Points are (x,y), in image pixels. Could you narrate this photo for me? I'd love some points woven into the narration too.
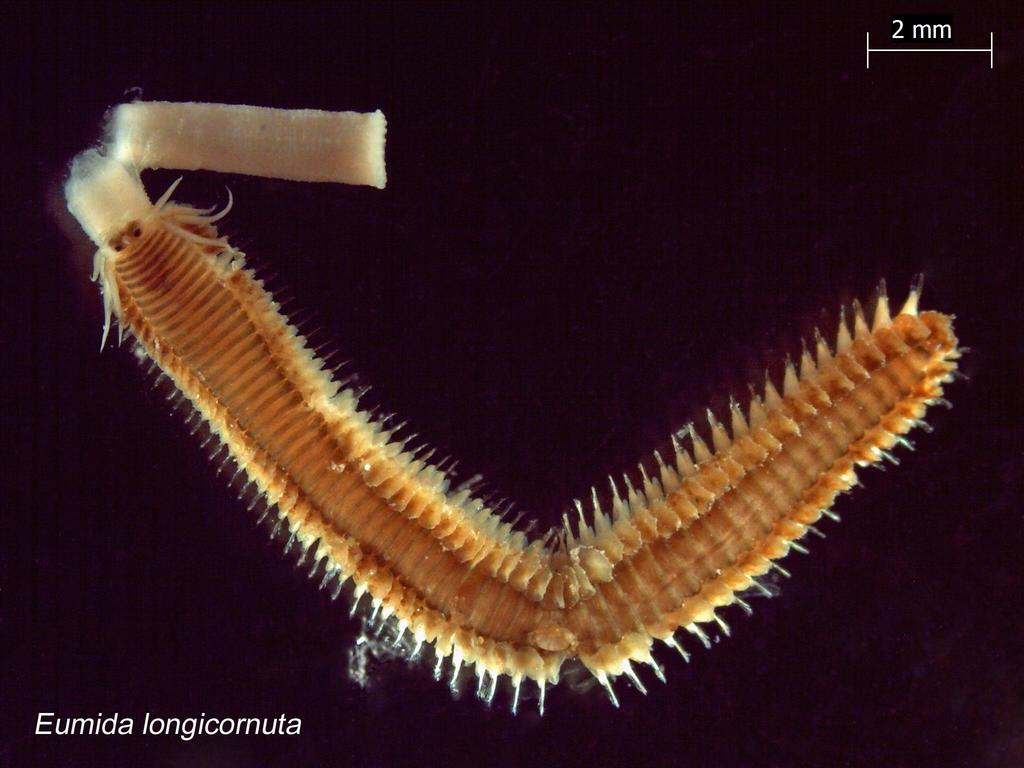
In this picture, we can also see a worm (490,519). In the background (640,370), we can also see a black color.
